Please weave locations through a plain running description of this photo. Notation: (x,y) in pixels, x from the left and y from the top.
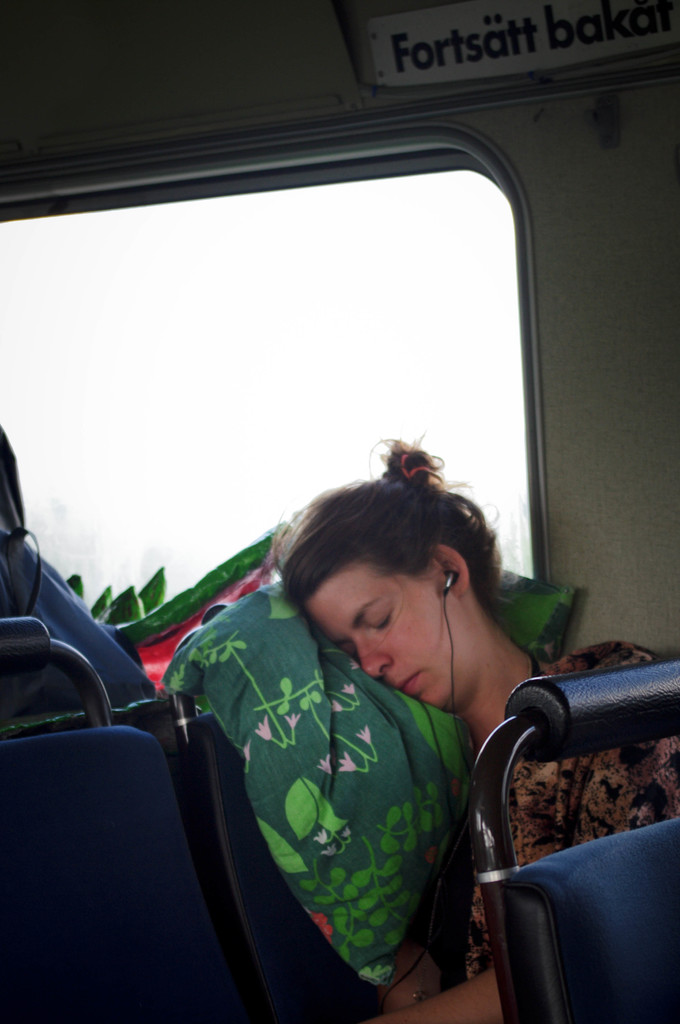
In this picture we can observe a woman (464,652) sleeping, sitting in the seat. She is sleeping on a green color pillow (314,785). We can observe blue color seats (295,941). Behind her there is a window (227,341).
